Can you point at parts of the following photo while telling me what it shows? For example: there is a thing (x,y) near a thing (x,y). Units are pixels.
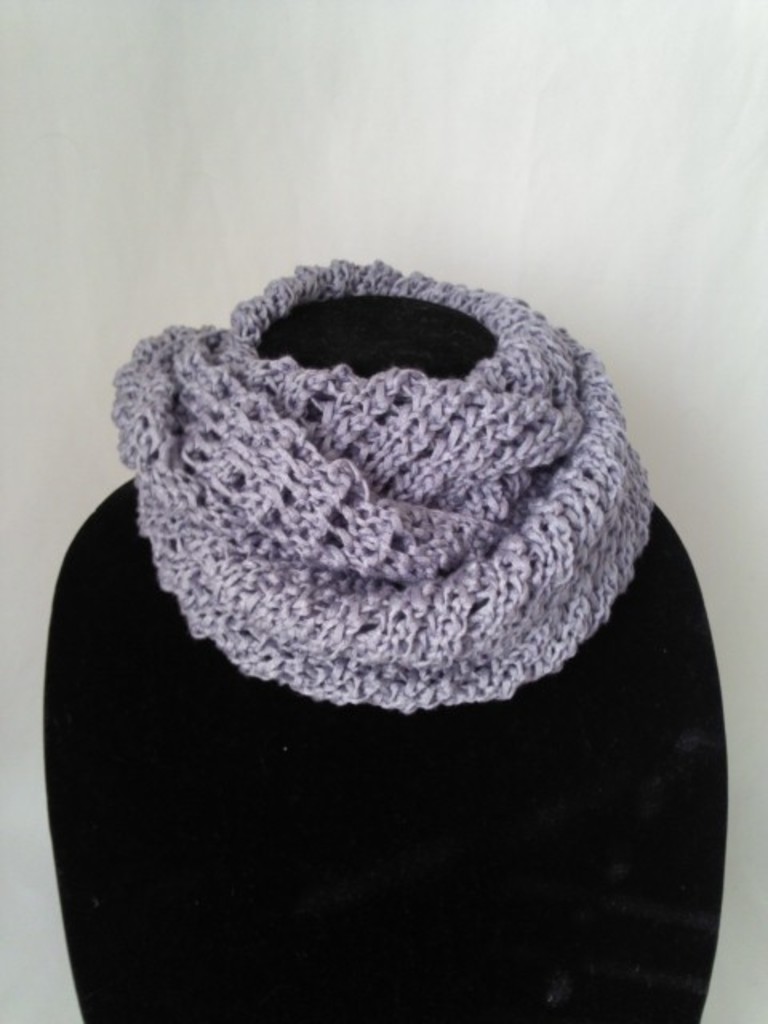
In this image we can see purple color woolen scarf (437,489) on the mannequin (211,765). We can see white color wall (676,455) in the background (26,886).
